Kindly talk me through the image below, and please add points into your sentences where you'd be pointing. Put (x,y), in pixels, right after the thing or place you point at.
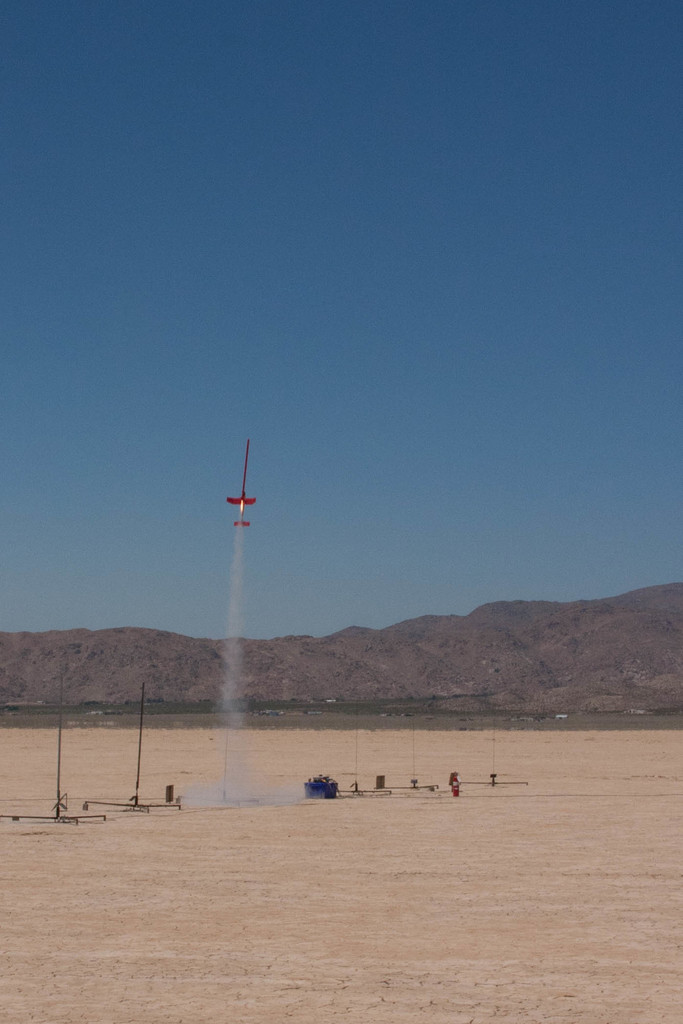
In this image we can see poles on the ground (246,933). Here we can see an object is flying in the air (226,636) and here we can see the smoke (239,784). In the background (510,652), we can see the hills (318,670) and the blue color sky (339,415).
